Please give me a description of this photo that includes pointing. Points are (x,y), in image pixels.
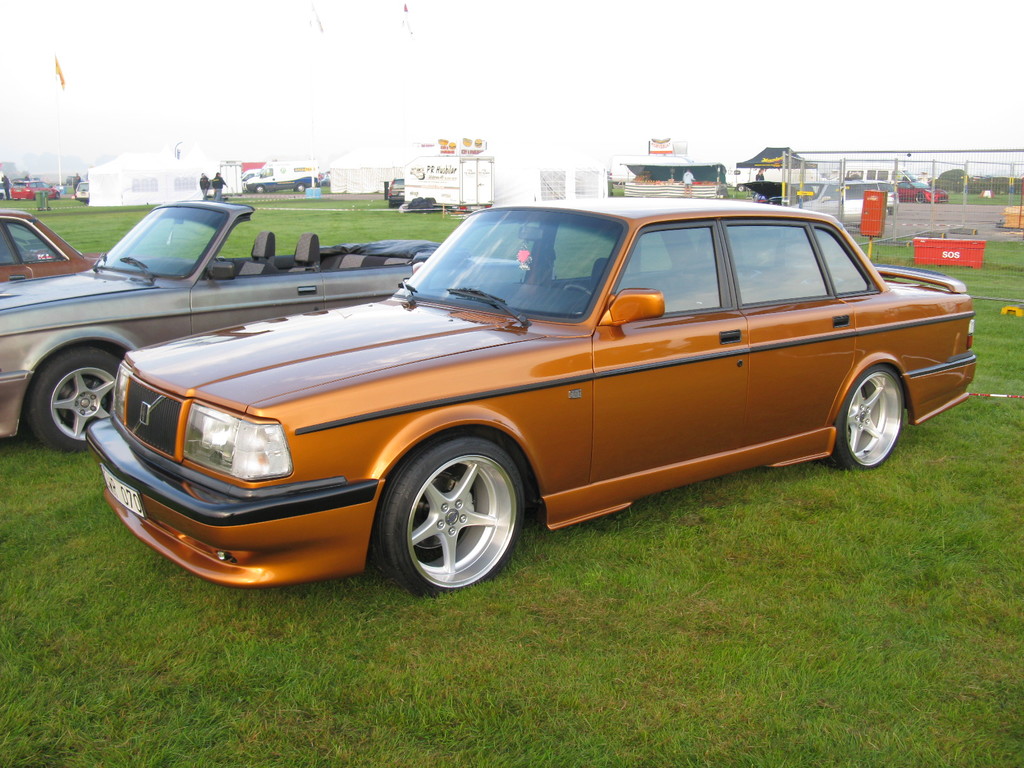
Here we can see vehicles (405,360) on the ground (225,628). In the background (310,97) we can see trees (45,166), few persons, tents (92,202), poles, fence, hoardings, vehicles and sky (401,91).
